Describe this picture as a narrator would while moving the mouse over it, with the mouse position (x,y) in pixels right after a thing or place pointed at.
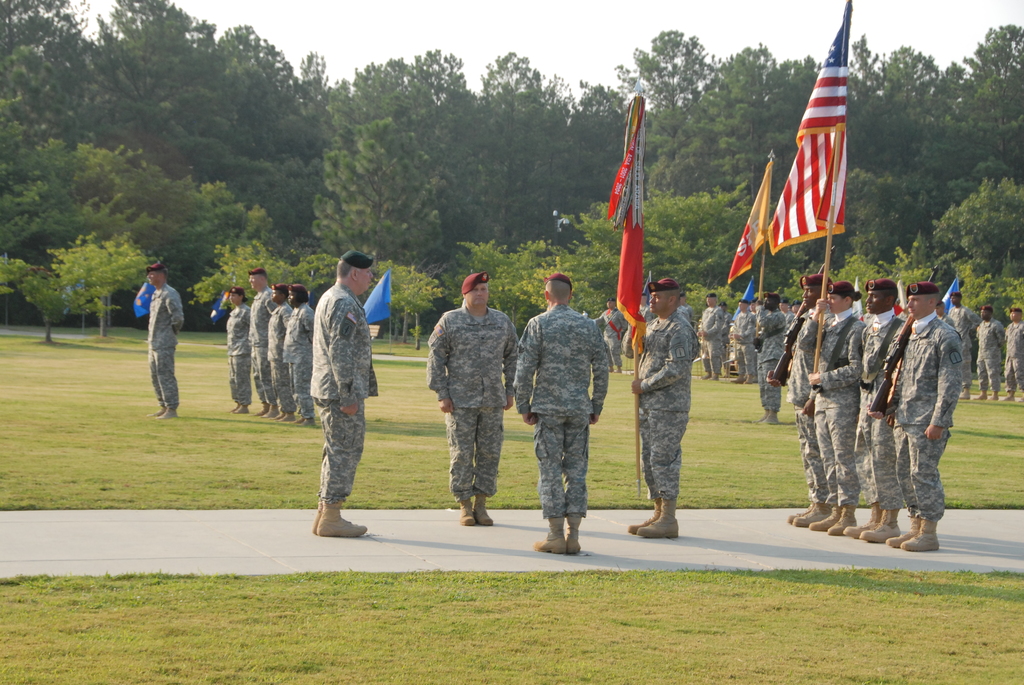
In this picture I can see few people (812,350) standing on walk way (417,558) and few people (807,336) holding flags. I can see green grass (571,586). I can see trees (526,232) in the background (581,241). I can see clear sky (553,33).
